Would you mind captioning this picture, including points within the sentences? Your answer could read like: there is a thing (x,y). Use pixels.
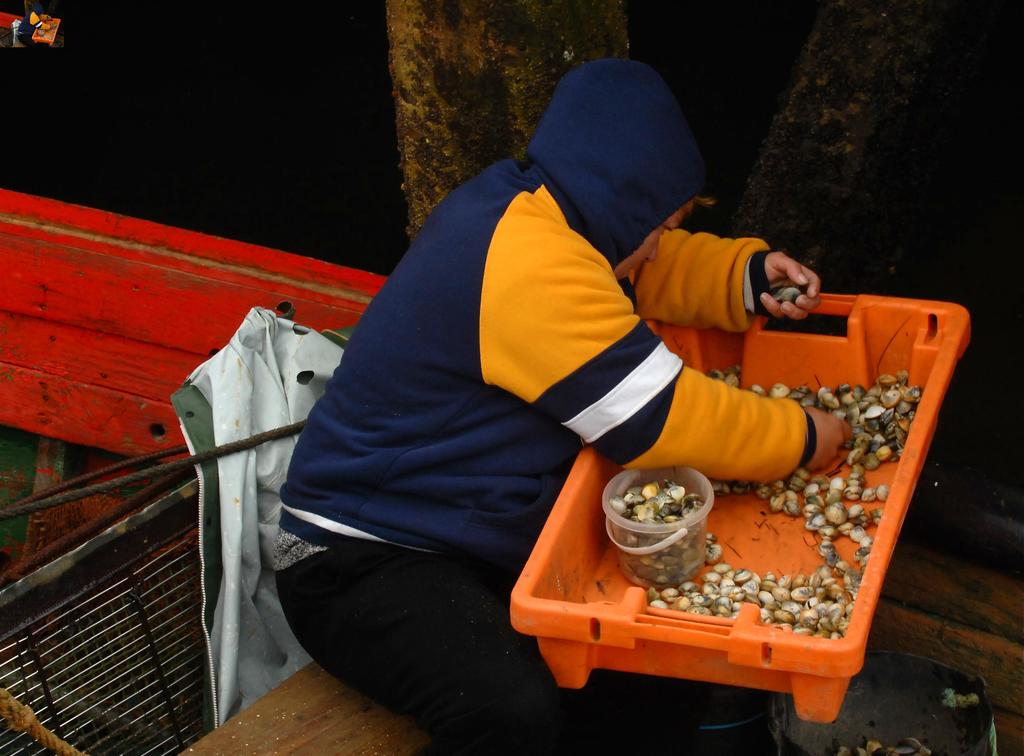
The man (502,394) in the middle of the picture (495,471) who is wearing a blue and yellow jacket (469,468) is sitting on the bench (345,715). In front of him, we see an orange tray (689,624) or a tub (684,622) in which seashells (824,590) are placed and he is holding shells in his hands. We even see a bucket (649,543) containing shells (638,509) is placed in the tub (645,595). On the left side (173,349), we see a red color boat (165,321). Beside him, we see the stem (410,104) of the tree (451,121). In the background (237,135), it is black in color.
